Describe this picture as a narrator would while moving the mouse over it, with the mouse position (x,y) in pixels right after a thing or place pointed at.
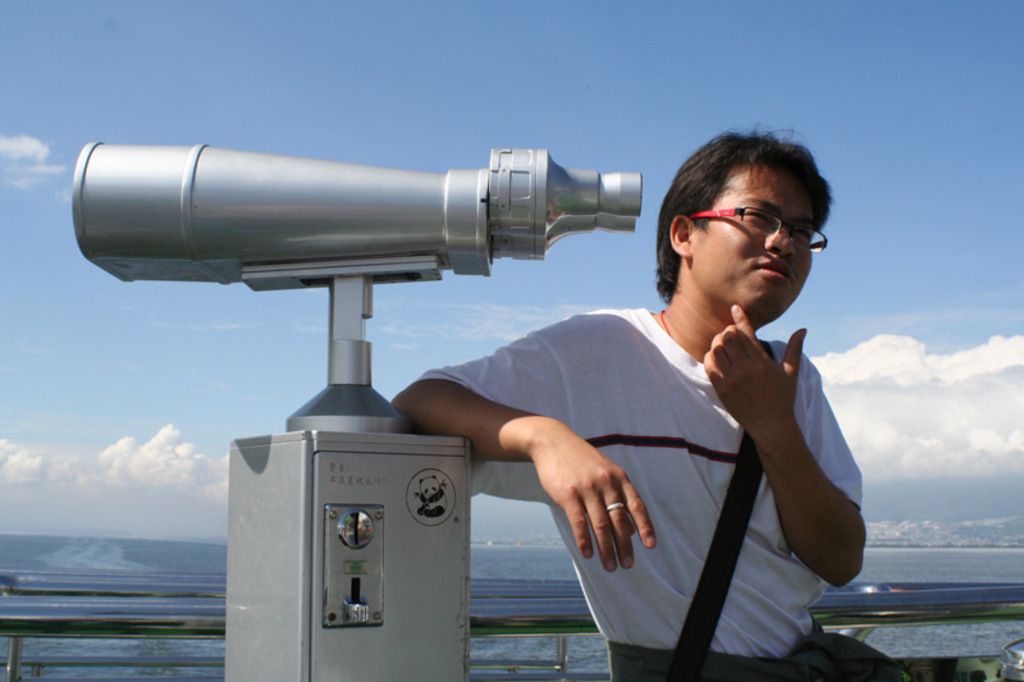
On the right side (758,151), there is a person (731,151) in white color t-shirt (647,429), keeping his elbow (405,403) on the silver color stand (433,436), on which there is a binocular (474,178). In the background (149,307), there is water (959,556) and there are clouds (944,360) in the sky (56,88).
